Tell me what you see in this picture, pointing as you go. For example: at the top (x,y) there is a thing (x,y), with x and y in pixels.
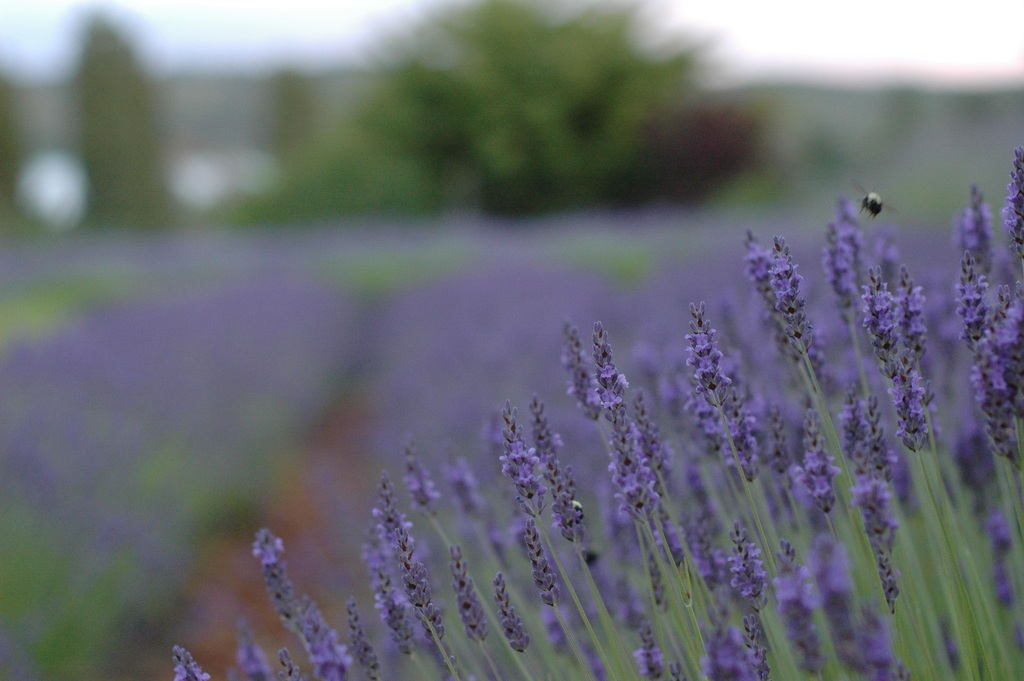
In this image there are few plants (536,437) having violet colour flowers (541,426). Top of image (464,87) there are few trees (559,81) and sky (789,41).
